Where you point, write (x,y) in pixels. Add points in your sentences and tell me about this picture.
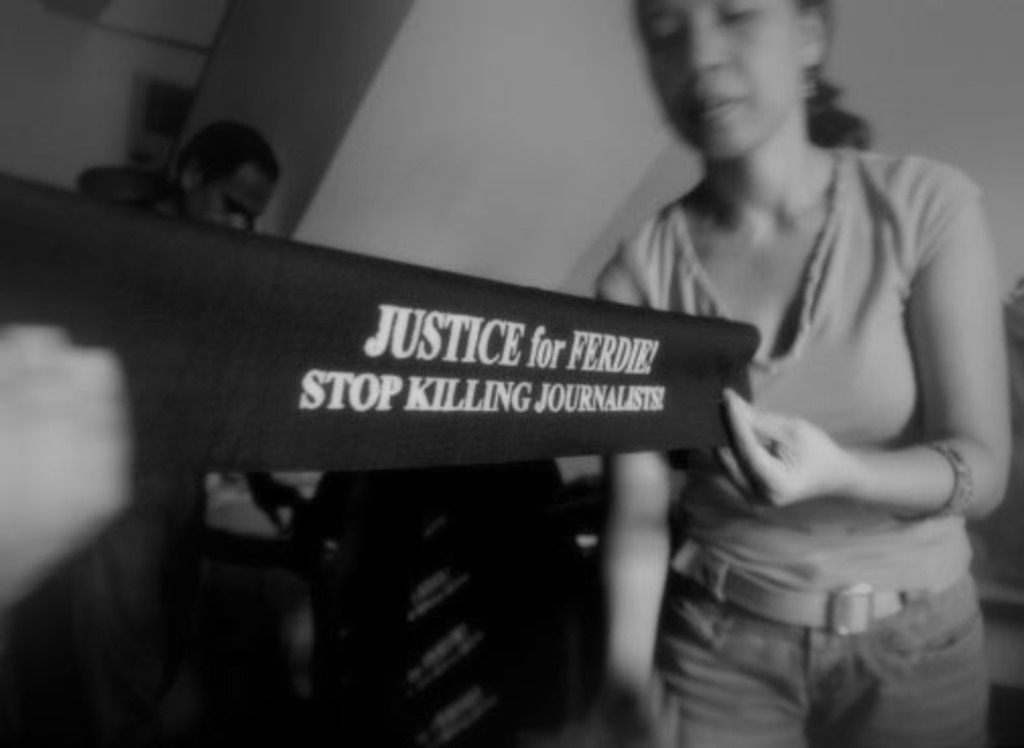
In this image I can see two persons (188,176) and here I can see she is holding a black colour thing (594,431). I can also see something is written over here and I can see this image is black and white in colour.
